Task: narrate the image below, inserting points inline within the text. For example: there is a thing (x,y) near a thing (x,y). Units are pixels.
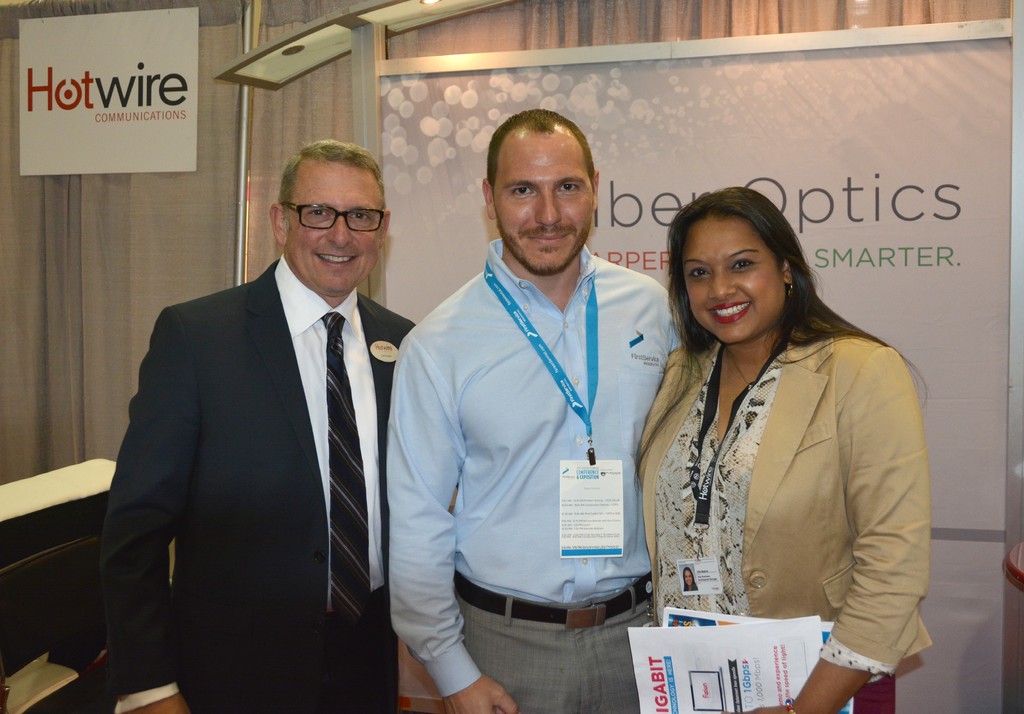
In this image I can see three people (507,348). In the background (666,175), I can see a board (739,137) with some text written on it.
